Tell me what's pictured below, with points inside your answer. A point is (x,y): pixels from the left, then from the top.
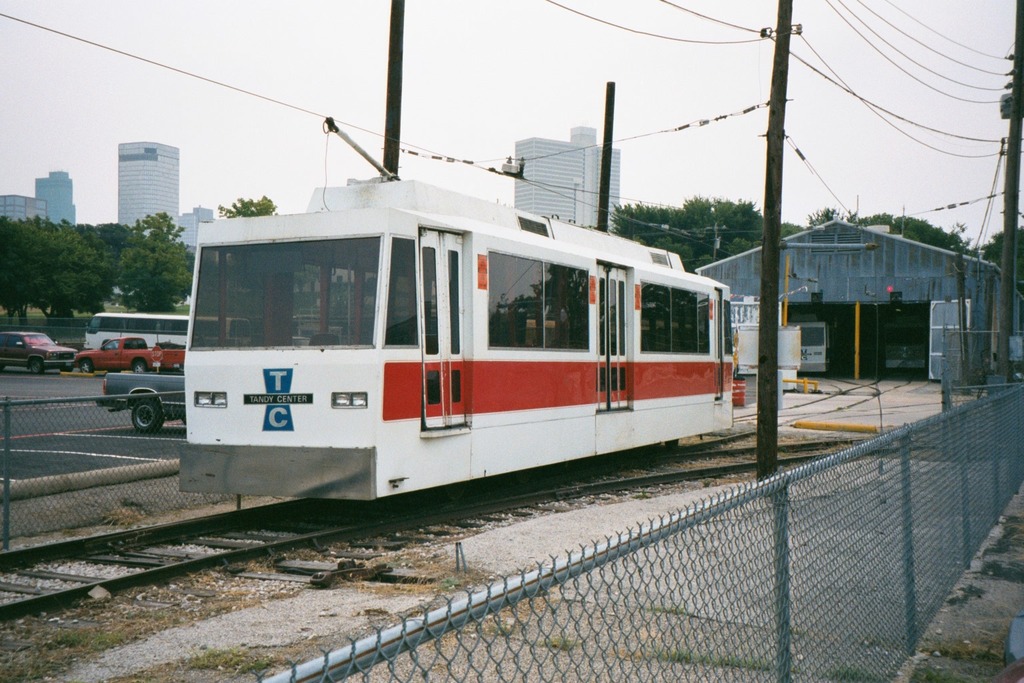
In this picture I can see there is a train (492,461) moving on the track (287,512) and there is a fence (738,491), there are plants (102,312) and there are electric poles (392,45) with cables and there are trees (55,299) in the backdrop (36,299), there are a few buildings (136,214) and the sky (361,78) is clear.
